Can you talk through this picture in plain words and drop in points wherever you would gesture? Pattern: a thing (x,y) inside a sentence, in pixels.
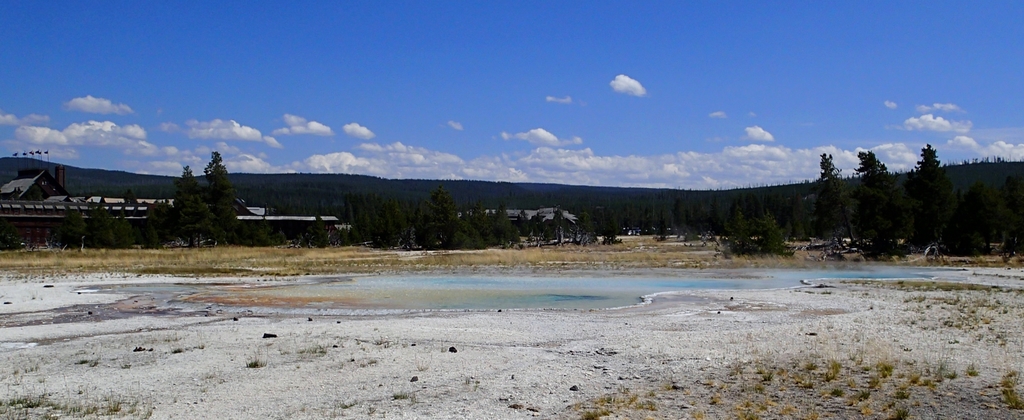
In this picture I can observe some water (548,291). There are some trees (329,235). On the left side (15,194) I can observe some houses (150,200). In the background (126,172) there are hills (492,202) and a sky (515,142) with some clouds (408,150).
